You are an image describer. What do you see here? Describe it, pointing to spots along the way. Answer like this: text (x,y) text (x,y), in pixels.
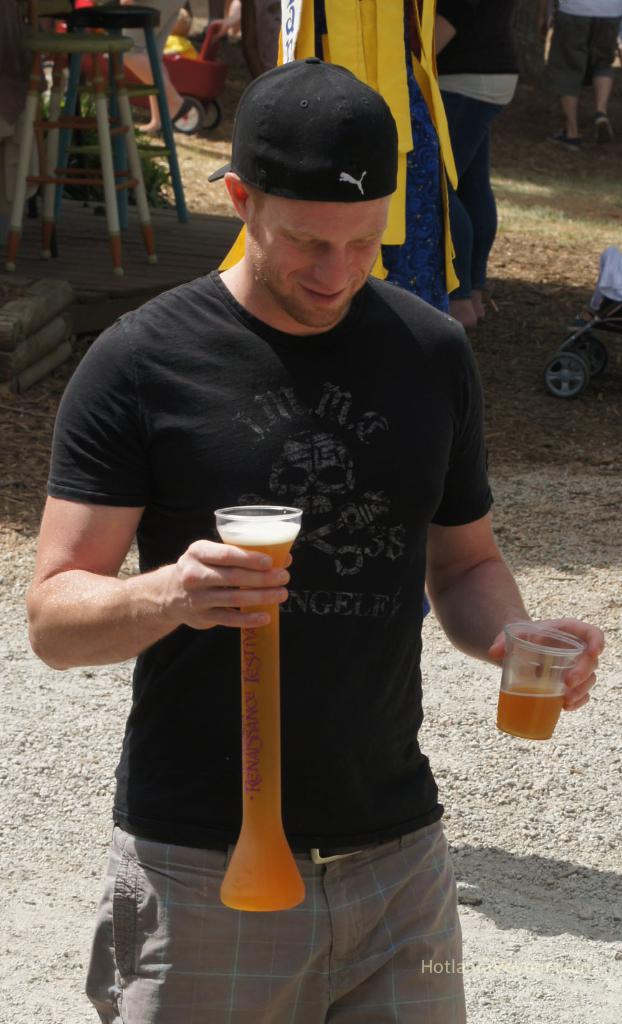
In the picture we can see a man (589,652) standing on the ground surface (582,985) and he is holding a tube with a liquid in it and a glass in the other hand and he is with black T-shirt (338,593) and cap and behind him we can see some stools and some things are placed on the ground (576,978).
